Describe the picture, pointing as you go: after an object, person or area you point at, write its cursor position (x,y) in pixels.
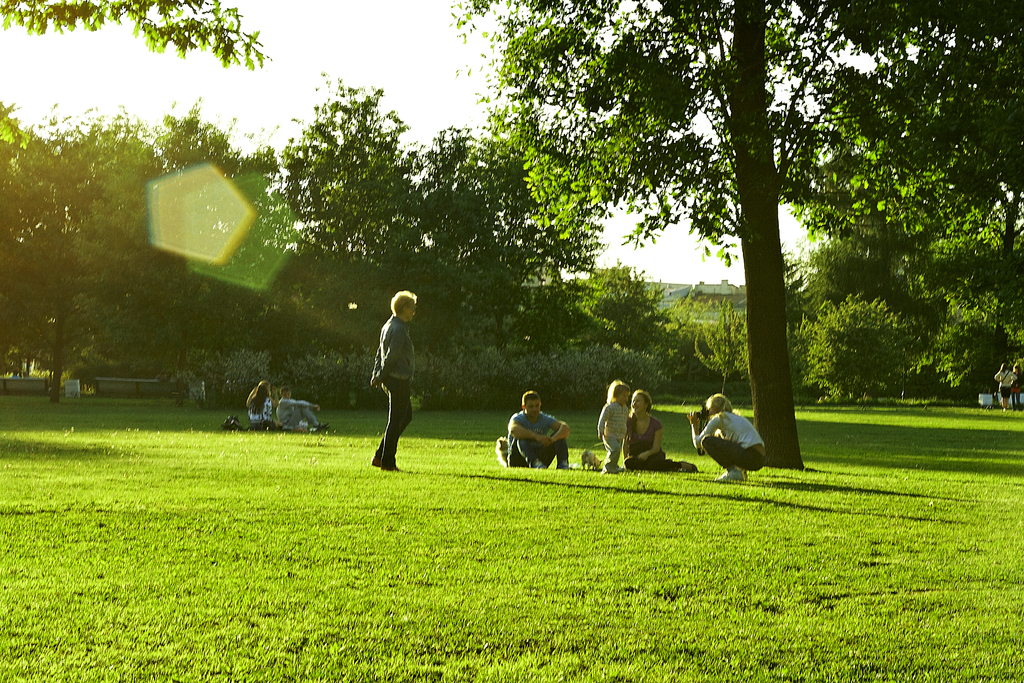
In this picture I can see the grass (280,485) in front (496,507), on which there are few people (395,398) and I see number of trees (656,169). In the background (247,121) I see the sky (494,99).
